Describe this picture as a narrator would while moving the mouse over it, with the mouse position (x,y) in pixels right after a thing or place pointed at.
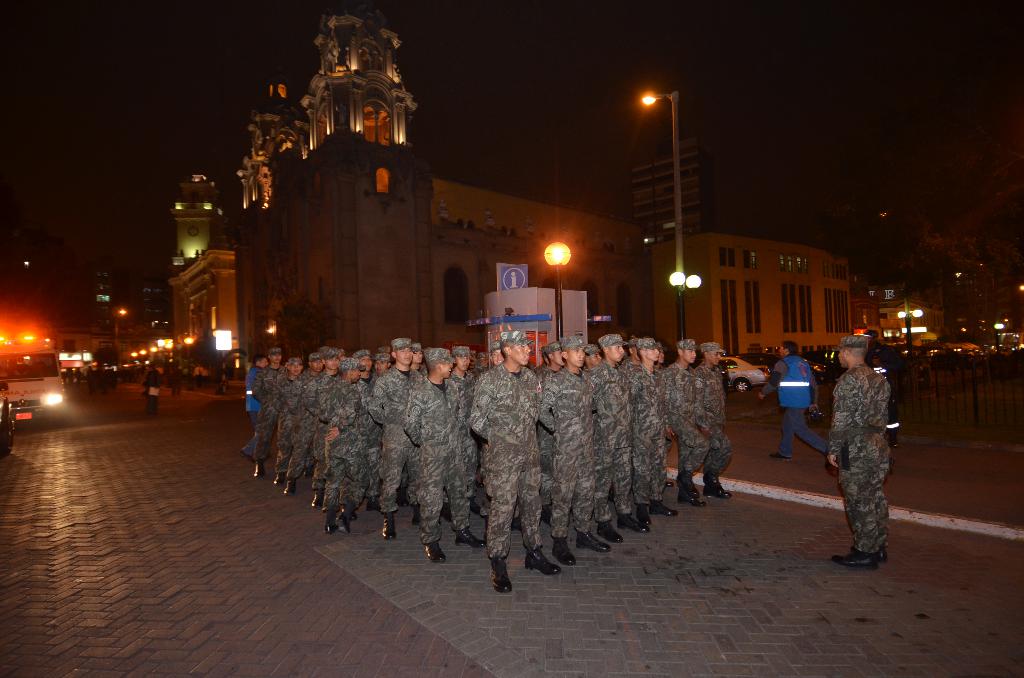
In this image in the center (447,395) there are group of persons (474,410) standing. In the background (48,365) there are vehicles (48,365) moving on the road (101,398) and there are buildings (483,303) and there are light poles (154,351) and there is a fence (975,396) and there is a person (793,409) walking.
